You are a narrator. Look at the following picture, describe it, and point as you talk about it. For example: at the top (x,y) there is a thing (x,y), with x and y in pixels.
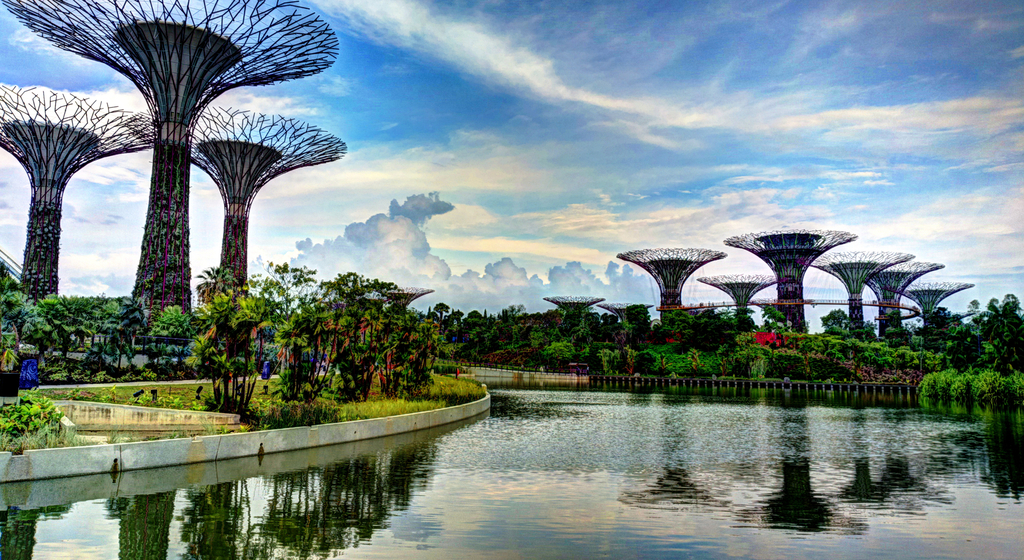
In this image there are trees (634,324), plants (25,417), water (630,417), cloudy sky (530,96), architecture (910,262) and objects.
